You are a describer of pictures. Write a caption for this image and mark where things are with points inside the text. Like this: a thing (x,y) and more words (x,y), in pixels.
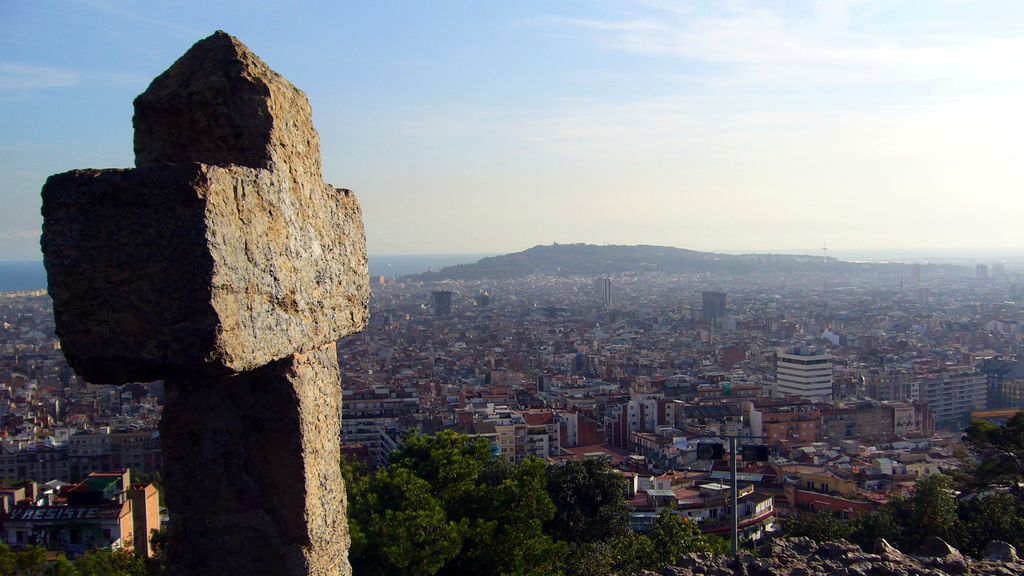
In the foreground of this image (280,402), there is a stone (290,501) in the shape of cross. In the background (383,497), there are trees (449,531), city (634,309), water (394,259), cliff (546,257), sky (659,122) and the cloud (707,118).
